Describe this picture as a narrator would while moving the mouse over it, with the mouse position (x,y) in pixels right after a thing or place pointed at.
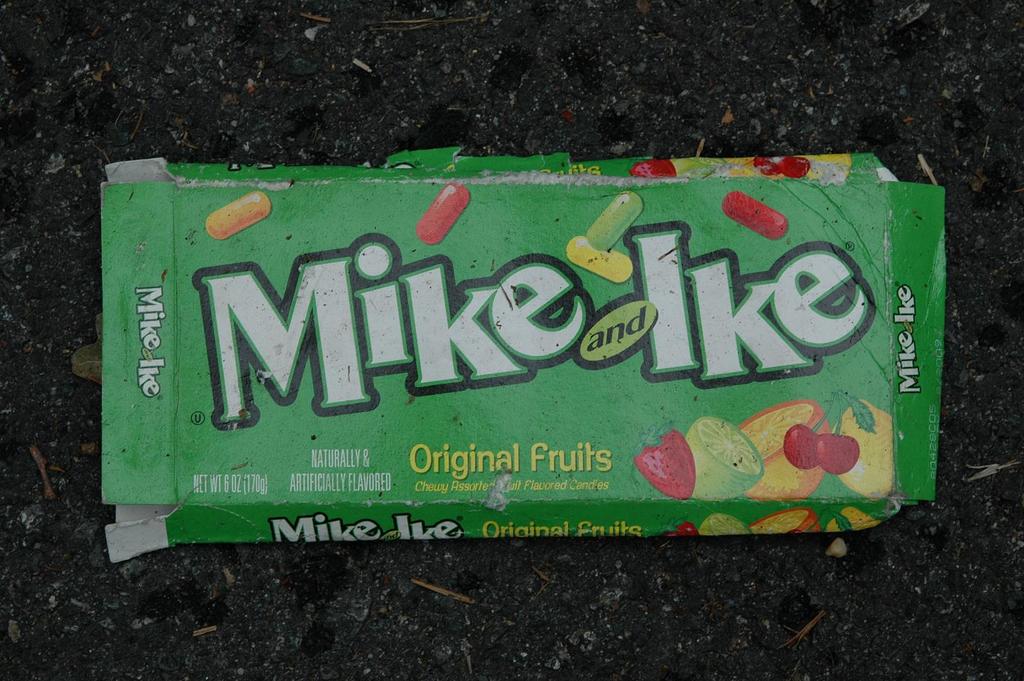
In this image we can see the empty candy wrapper (496,370).
